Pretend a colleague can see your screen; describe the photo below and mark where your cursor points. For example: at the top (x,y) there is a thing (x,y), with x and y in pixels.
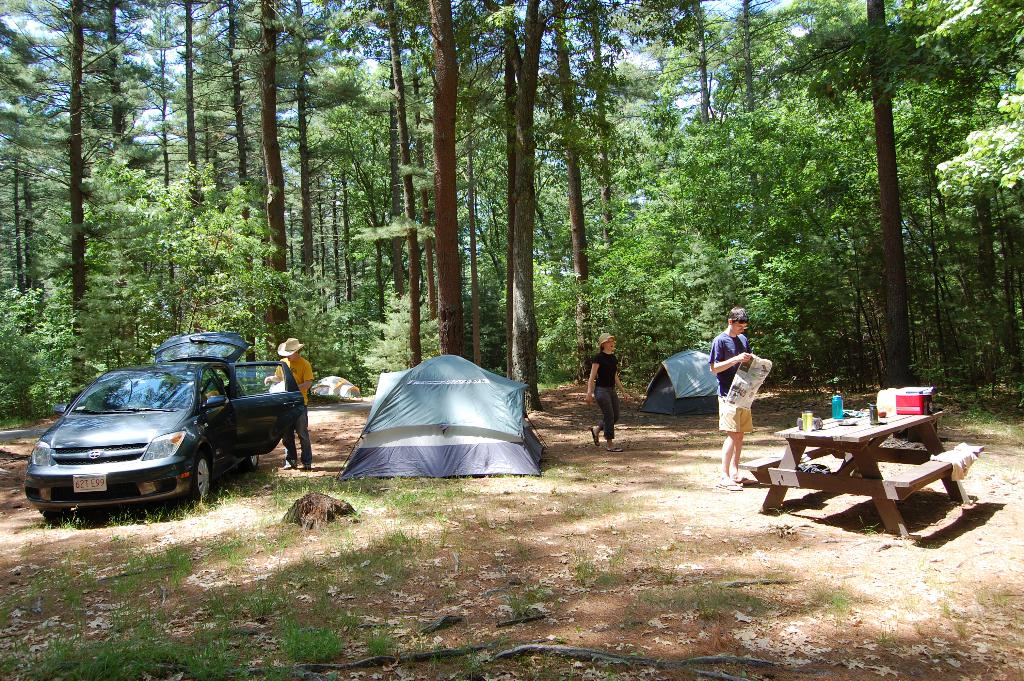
in a forest (703,534) there is a bench (818,434) at the right (817,441). 3 people (720,415) are present. in the center (429,412) there is a tent (435,438). in the left (284,416) there is a car (143,398). behind that there are trees (582,209). the person (739,357) in the right (738,370) is holding a paper (746,391) in his hand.
